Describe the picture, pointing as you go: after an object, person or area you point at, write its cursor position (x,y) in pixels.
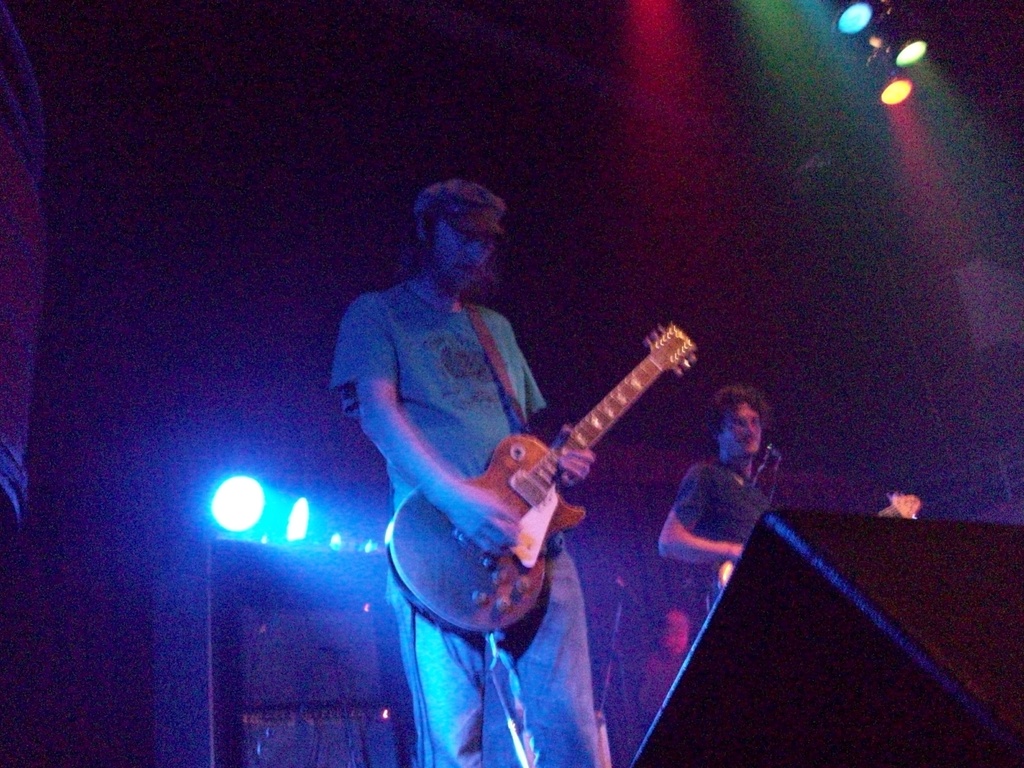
There is a man (484,428) standing on the floor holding a guitar (526,458) in his hands (487,515). He's wearing a hat (452,208), cap (456,195) on his head (469,227). Another guy (706,499) is beside this man (472,245). In background (220,492) we can observe some lights (244,510) here.
